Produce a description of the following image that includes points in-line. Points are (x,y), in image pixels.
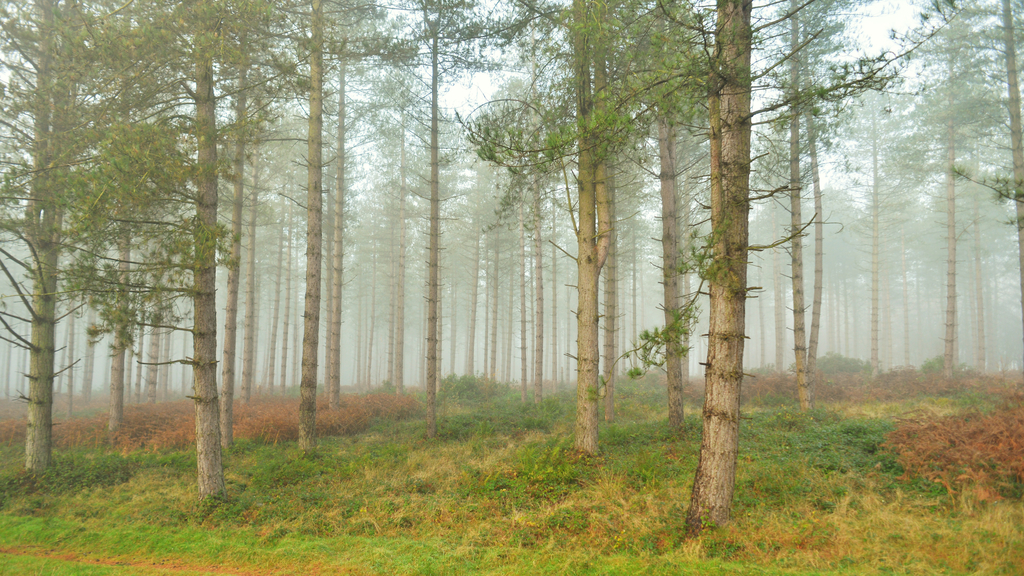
In this image I can see many trees (593,413) and the grass (568,511) on the ground (609,510). I can see the sky (471,78) in the back (503,78).
